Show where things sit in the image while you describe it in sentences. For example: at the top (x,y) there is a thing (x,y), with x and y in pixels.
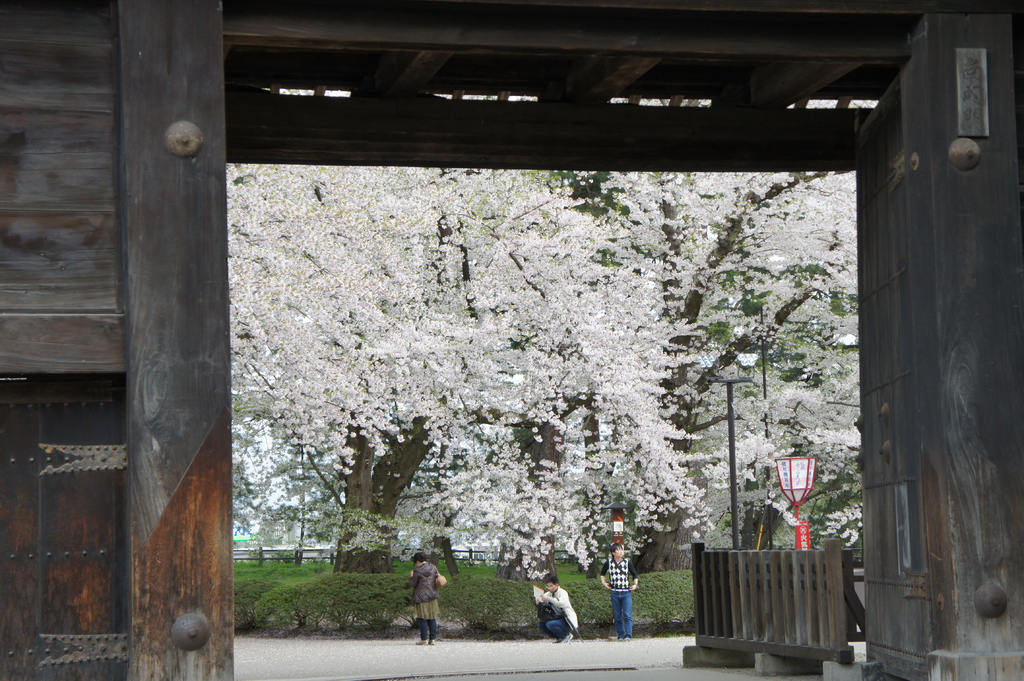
In the center of the image (422,230) there are trees (491,538). There are persons (612,550). There is road (328,645). There is grass (237,575).
